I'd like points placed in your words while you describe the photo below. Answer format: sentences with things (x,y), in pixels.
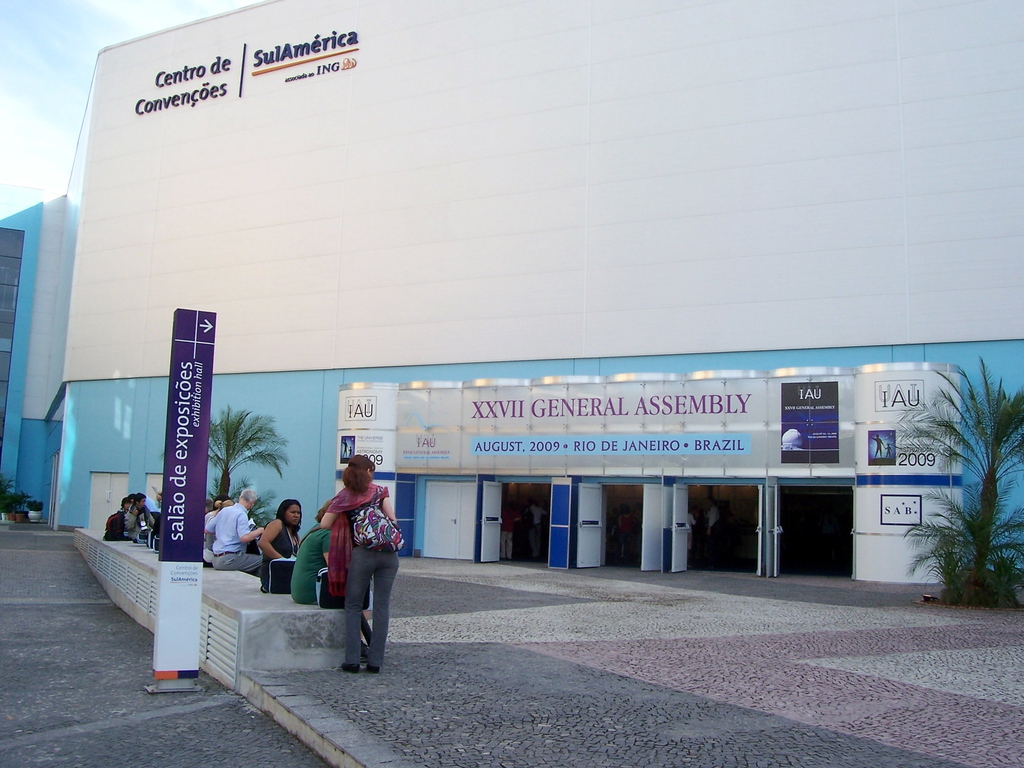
In this image at the center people (297,585) are sitting on a ledge (335,646). In front of them there are buildings (648,387). In front of the buildings (911,500) there are plants (960,423).
